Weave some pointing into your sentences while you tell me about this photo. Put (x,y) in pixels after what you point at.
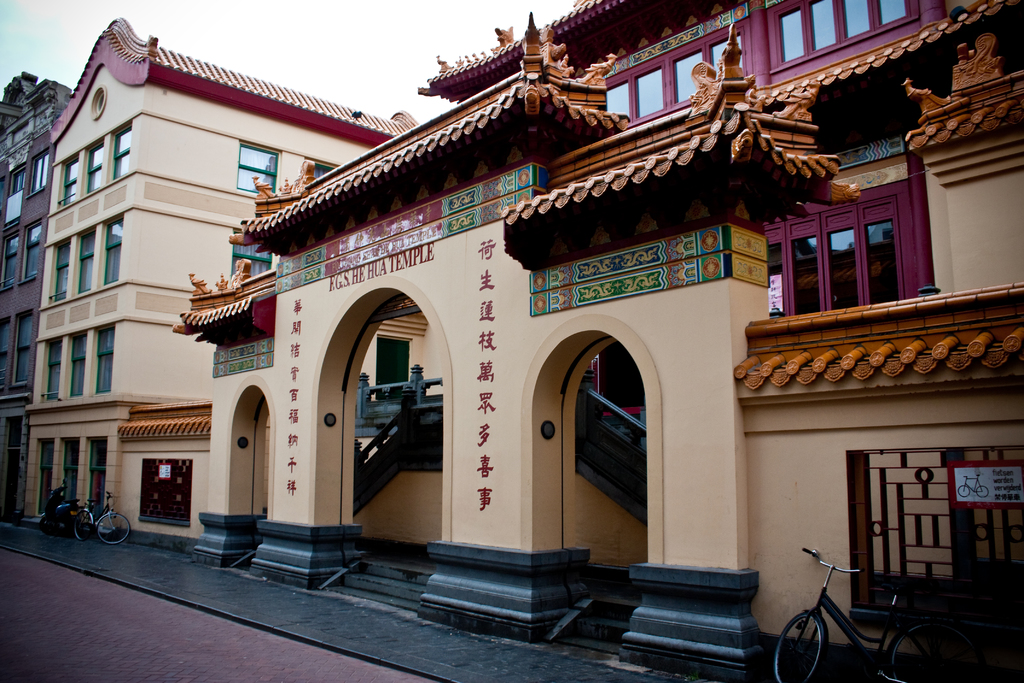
In the given image i can see a heritage building (530,248) with windows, vehicles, stairs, gate (574,281), board (1001,477) and in the background (259,38) i can see the sky (190,43).
